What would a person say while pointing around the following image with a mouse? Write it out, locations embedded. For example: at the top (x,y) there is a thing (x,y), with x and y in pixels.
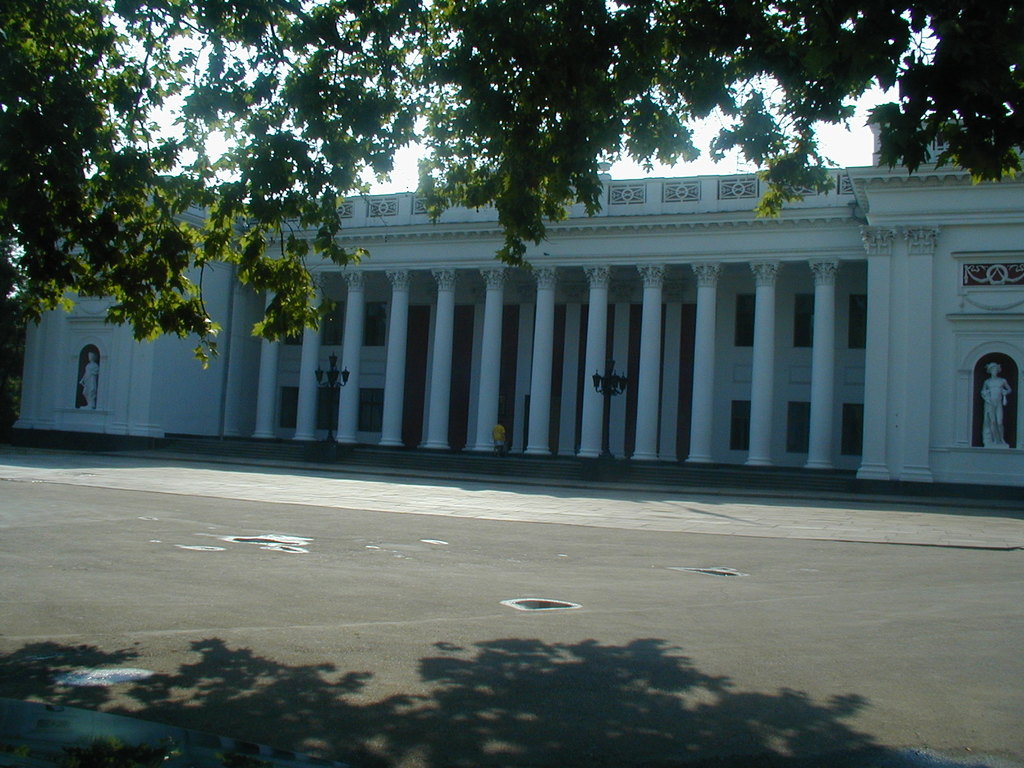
In this image there is a pavement (562,510), in the background (376,247) there is a building (526,350), at the top (374,126) there are trees (691,69).
